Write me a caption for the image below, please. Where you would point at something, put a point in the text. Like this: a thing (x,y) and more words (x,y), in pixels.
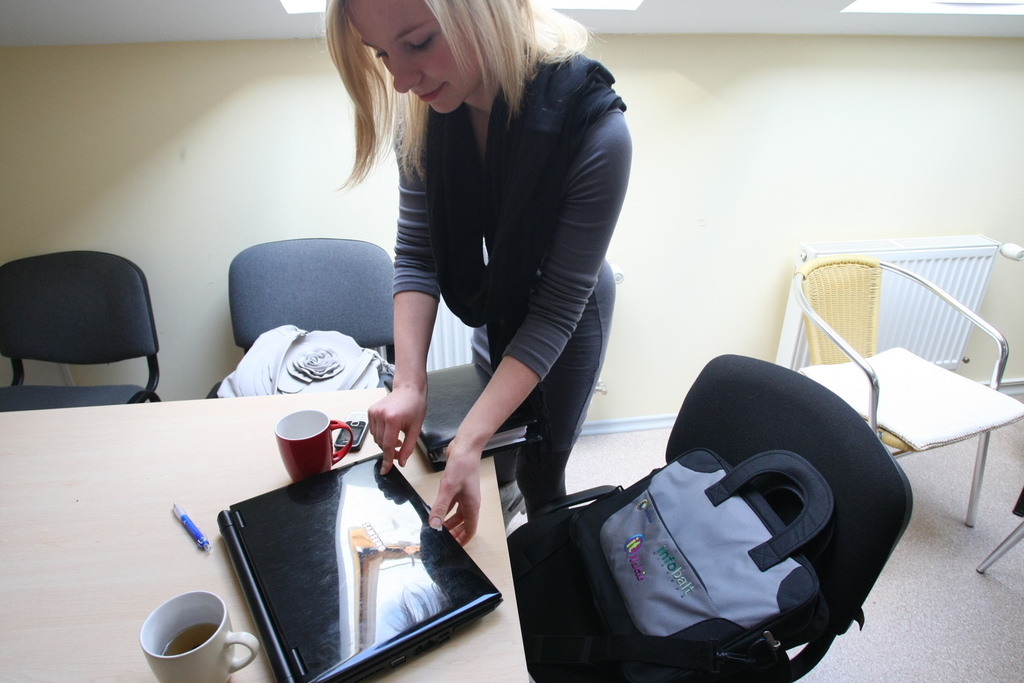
This is the picture of a room (780,120). In this image there is a woman (559,277) standing and holding the laptop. There is a laptop (409,626), book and there are cups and there is a pen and device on the table (219,545). There is a bag (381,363) and there is a cloth (315,380) on the chair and there are chairs (84,336). At the top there are lights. At the bottom (957,671) there is a mat (956,474).
